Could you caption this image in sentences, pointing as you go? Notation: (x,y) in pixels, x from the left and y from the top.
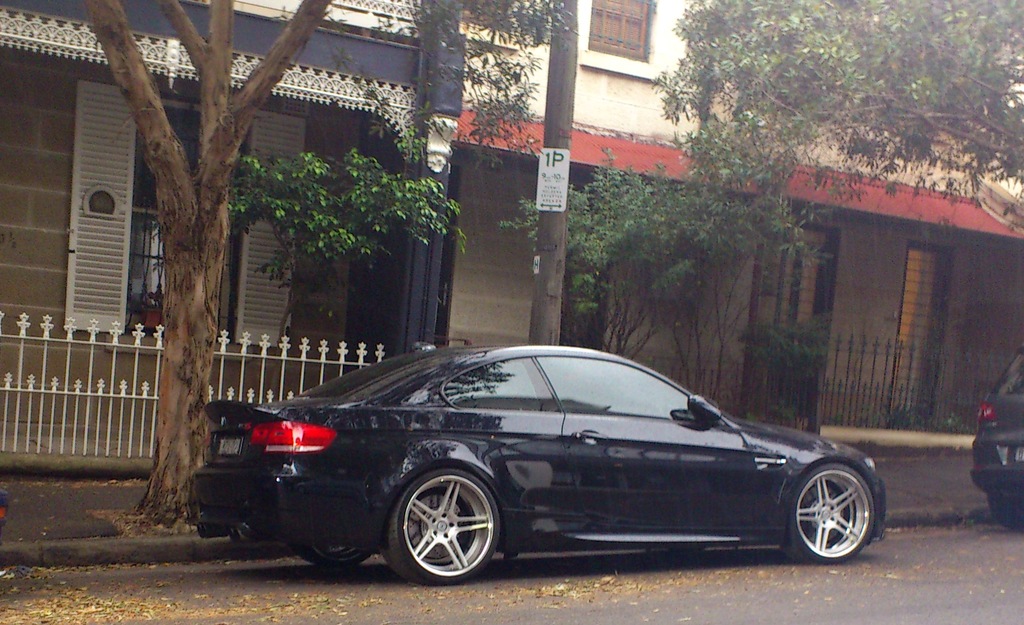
There are cars (638,462) on the road (679,582), there are trees (704,115) and houses (501,148).
